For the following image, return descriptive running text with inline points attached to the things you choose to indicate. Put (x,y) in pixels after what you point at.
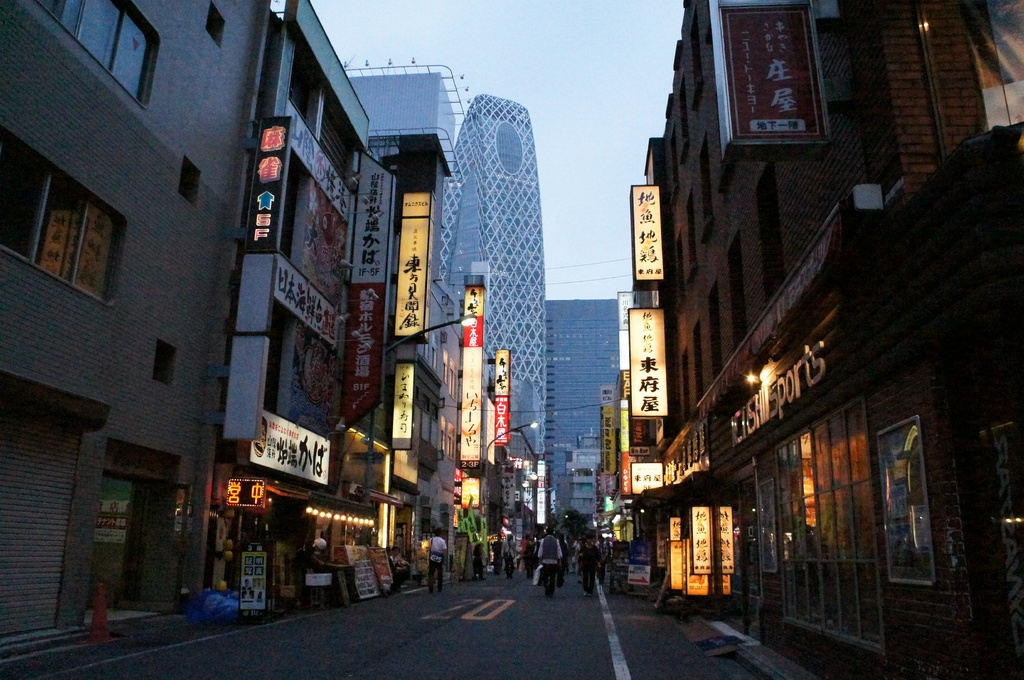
In this picture we can observe a road (451,620) on which there are some people (548,585) walking. On either sides of the road (369,658) there are some buildings (153,152). We can observe some boards (637,385) fixed to the walls (720,341) of these buildings (419,374) with some lights (641,355) in them. In the background (446,42) there is a sky (582,205).
